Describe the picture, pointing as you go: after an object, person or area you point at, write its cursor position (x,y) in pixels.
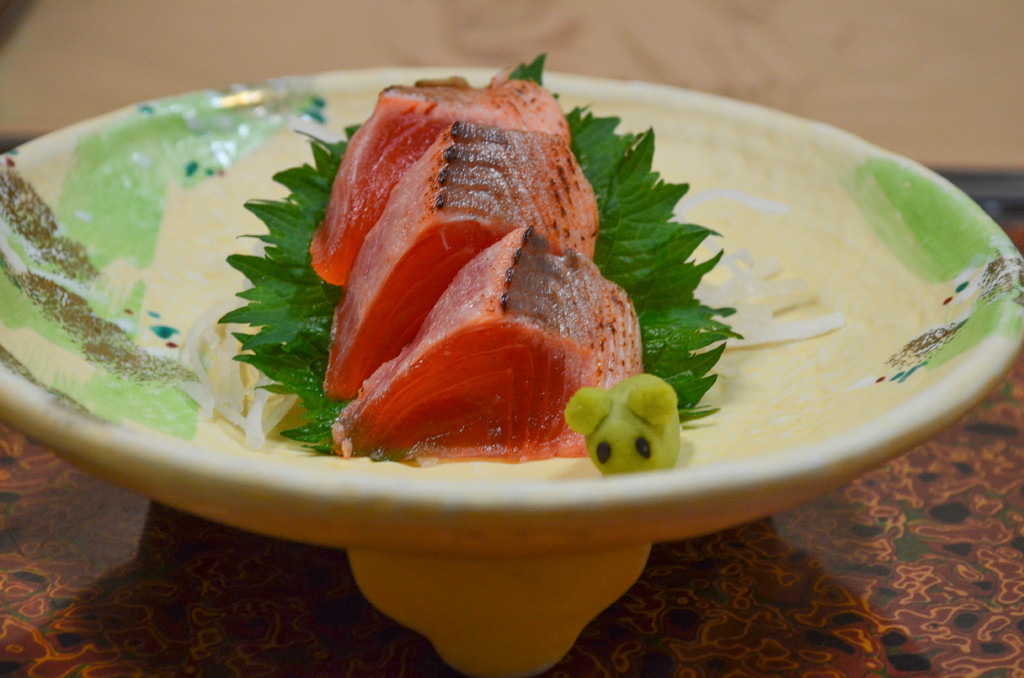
In this image, we can see a food item (443,240) on the plate (729,450), which is placed on the table (780,599).
